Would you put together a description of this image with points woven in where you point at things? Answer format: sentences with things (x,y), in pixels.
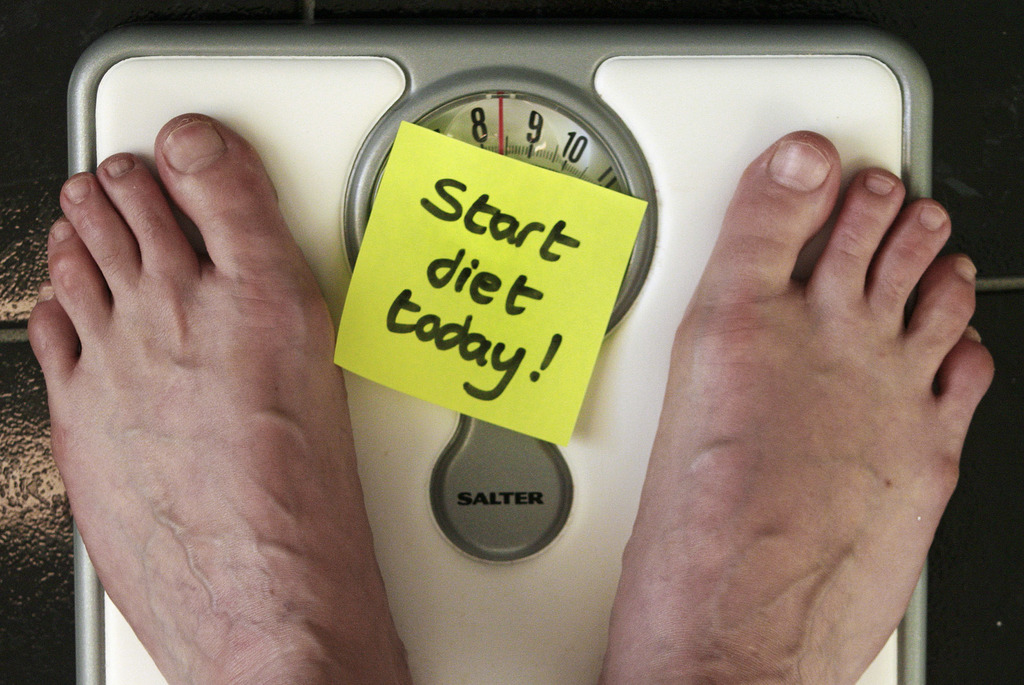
In this image we can see a weighing machine (493,470). On that we can see feet (282,441) of a person (724,475). Also there is a paper (431,290) with something written (491,277).
